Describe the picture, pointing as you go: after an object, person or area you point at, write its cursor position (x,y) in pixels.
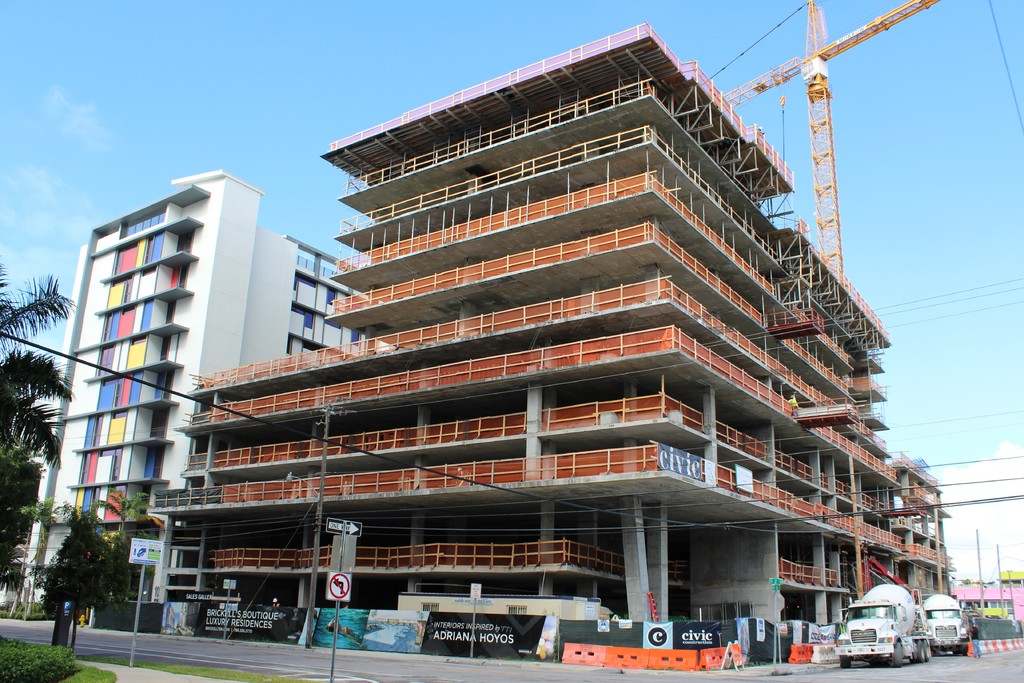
In this image there are buildings (461,382). At the bottom (398,671) there is a road (860,665) and we can see vehicles (956,643) on the road (282,654). There are boards (423,621) and sign boards (347,591). We can see trees (81,521) and there is a crane (821,90). In the background (810,143) there is sky (327,87).
